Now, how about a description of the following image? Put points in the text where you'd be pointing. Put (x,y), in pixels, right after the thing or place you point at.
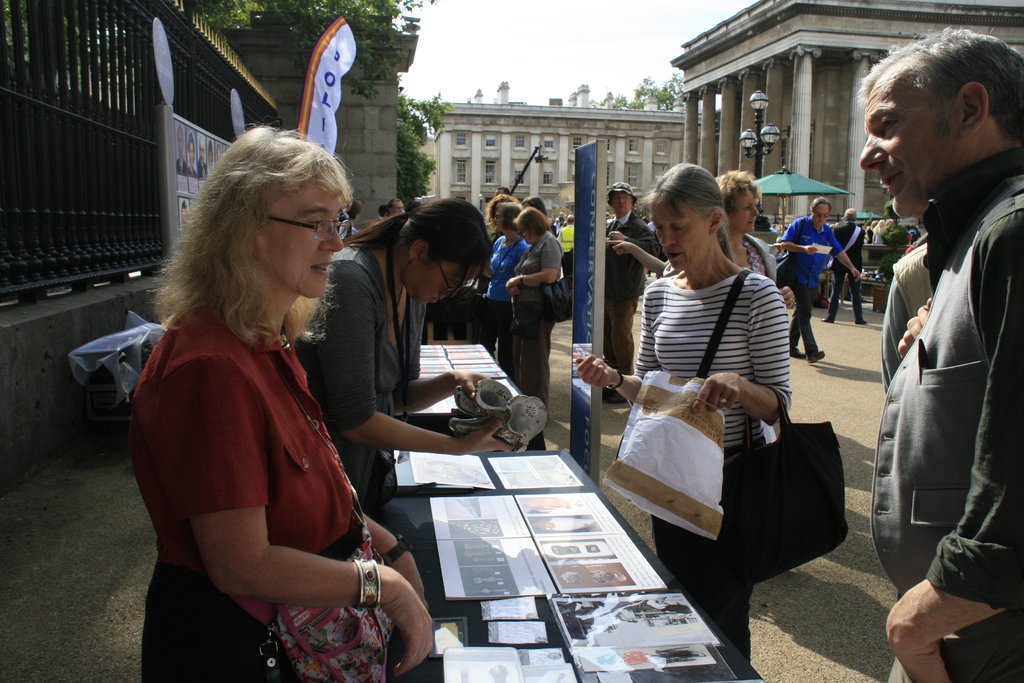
In this image there is a table (519,583), on that table (532,557) there are papers (547,592), on either side of the table (547,627), there are people (415,441) standing, in the background (561,222) there are people (754,220) doing different activities and there are buildings (700,94), light poles (752,133), trees (428,118) and the sky (509,74), on the left side (49,354) there is a wall (40,301) and railing (36,135).
